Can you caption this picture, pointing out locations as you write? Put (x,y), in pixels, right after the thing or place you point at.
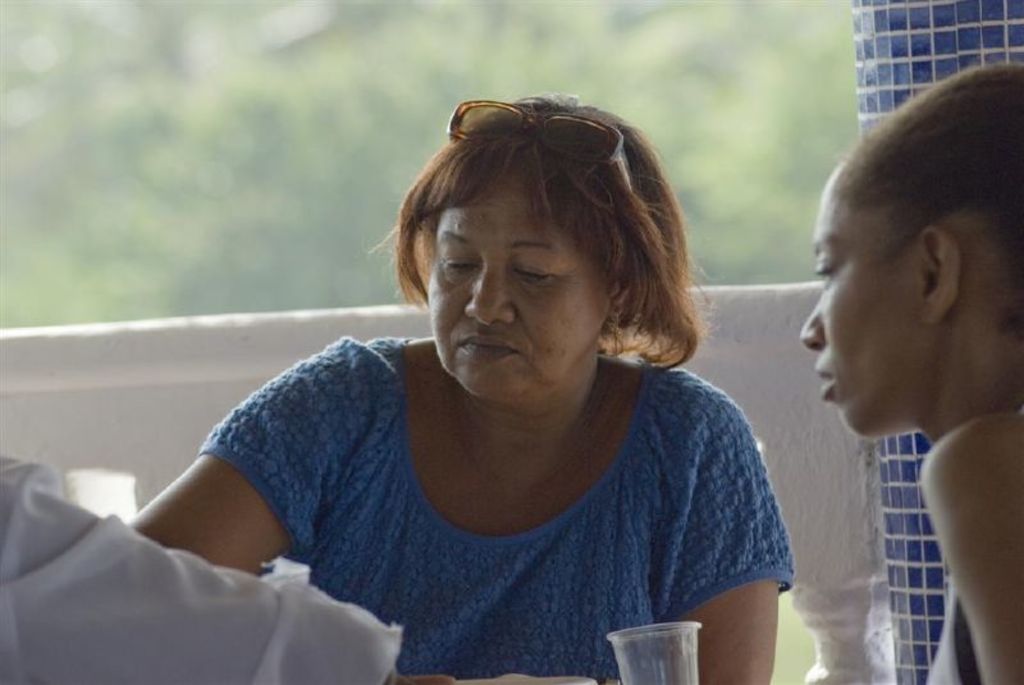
In the image in the center (532,347), we can see two persons (709,544) are sitting. In front of them, we can see one glass (638,639). In the background (955,14) there is a pole (987,34) and fence (250,363).
